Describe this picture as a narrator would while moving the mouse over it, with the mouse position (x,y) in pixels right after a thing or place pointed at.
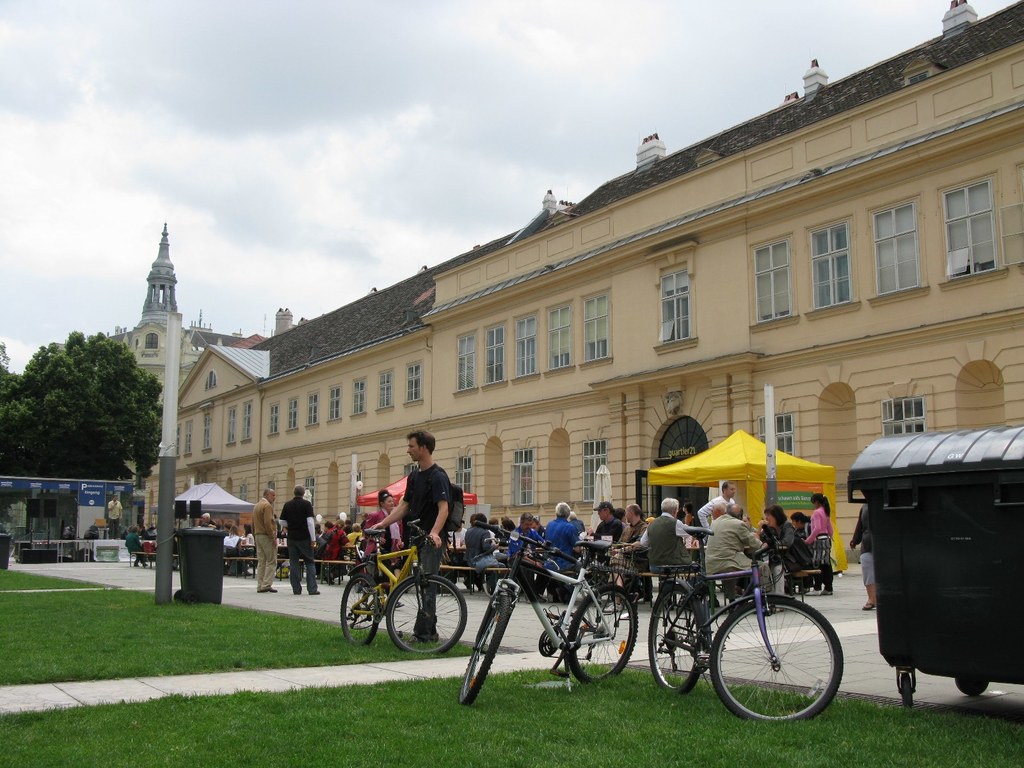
In this picture we can see the grass (402,718), bicycles (343,603), bins (966,521), bag (459,514), tents (788,470), benches (242,565), posters (102,499), trees (78,475), buildings (154,345), windows (846,237), curtains (520,349), poles (773,468) and a group of people (396,525) where some are standing on the ground (824,614) and some are sitting and in the background (214,150) we can see the sky (349,217) with clouds (395,210).
